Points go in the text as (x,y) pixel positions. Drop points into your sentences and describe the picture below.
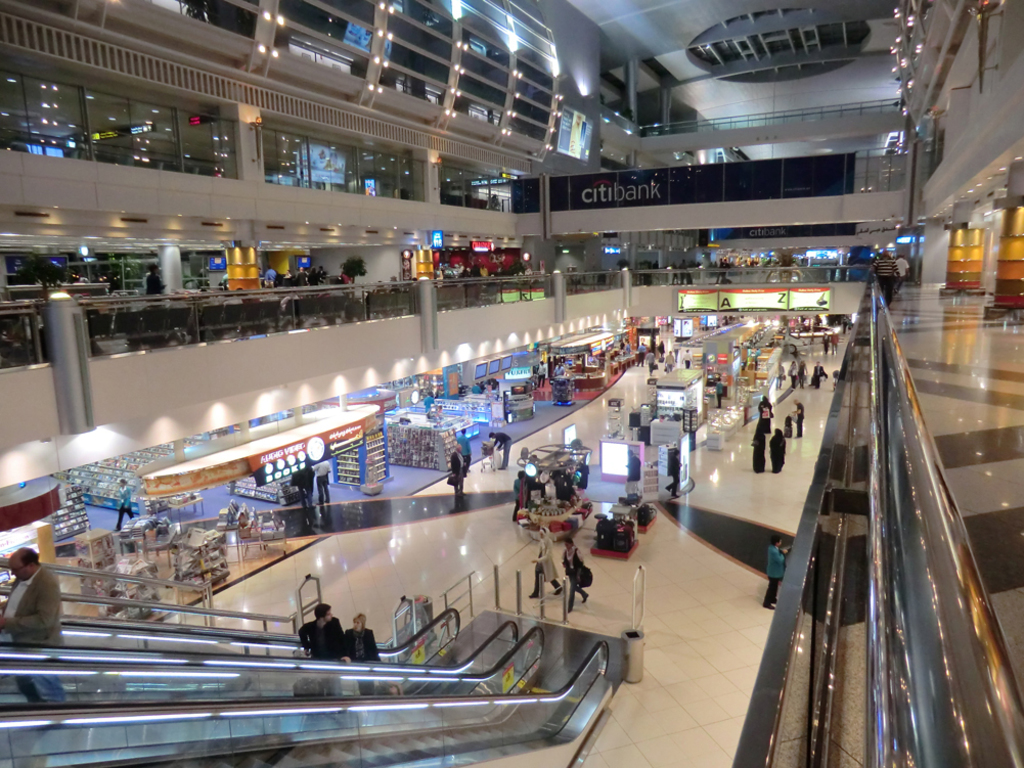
This picture is an inside view of a mall (576,284). In this picture we can see the stores (663,391), boards (741,195), lights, escalators (397,662), some people (320,652) and some other objects (944,617). At the top of the image (856,81) we can see the roof (644,78). At the bottom of the image (649,562) we can see the floor (638,548).
